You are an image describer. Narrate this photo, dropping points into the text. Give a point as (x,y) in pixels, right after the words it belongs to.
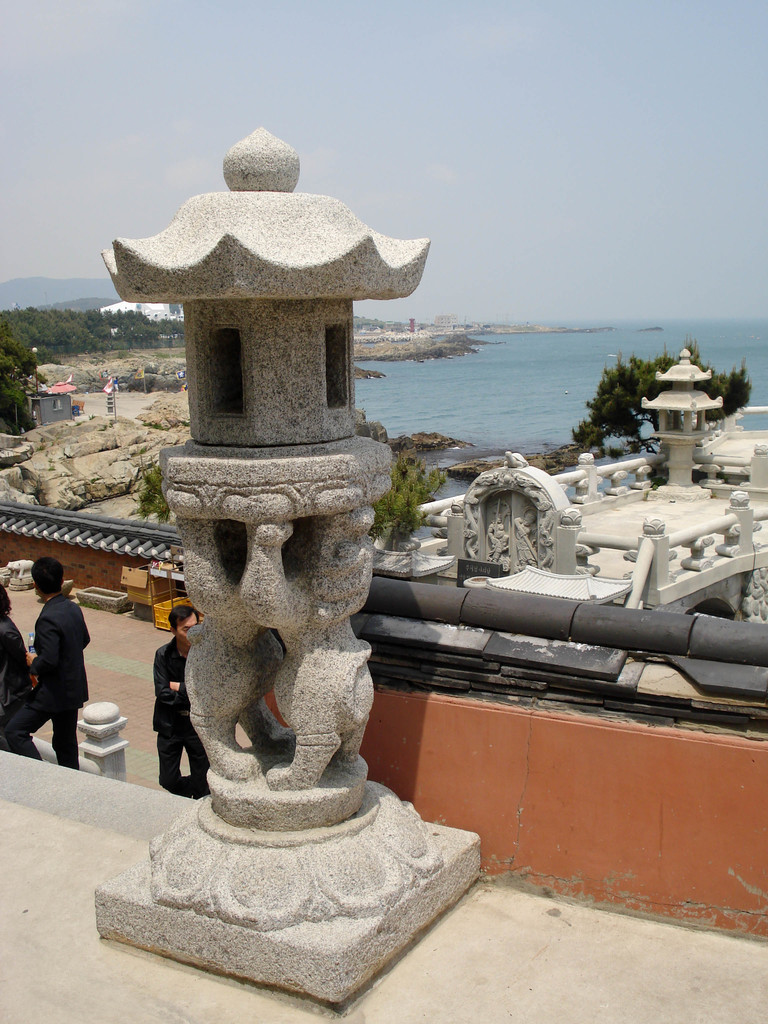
Here we can see a sculpture (259,636) and there are three persons (64,611). Here we can see trees (37,327), rocks (34,501), and water (515,442). In the background (595,191) there is sky (595,160).
